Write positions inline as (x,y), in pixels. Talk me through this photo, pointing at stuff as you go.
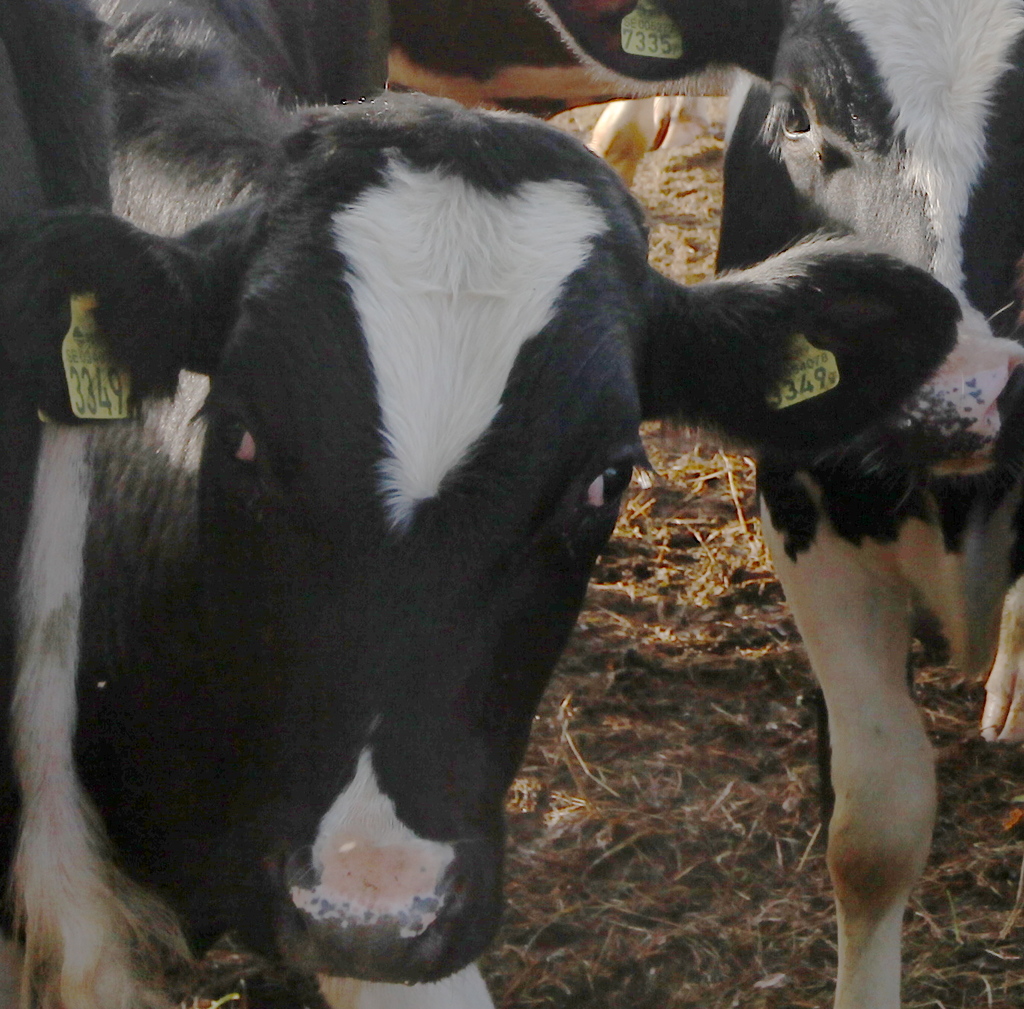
In this image we see there are many cows (733,13) looking at someone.
